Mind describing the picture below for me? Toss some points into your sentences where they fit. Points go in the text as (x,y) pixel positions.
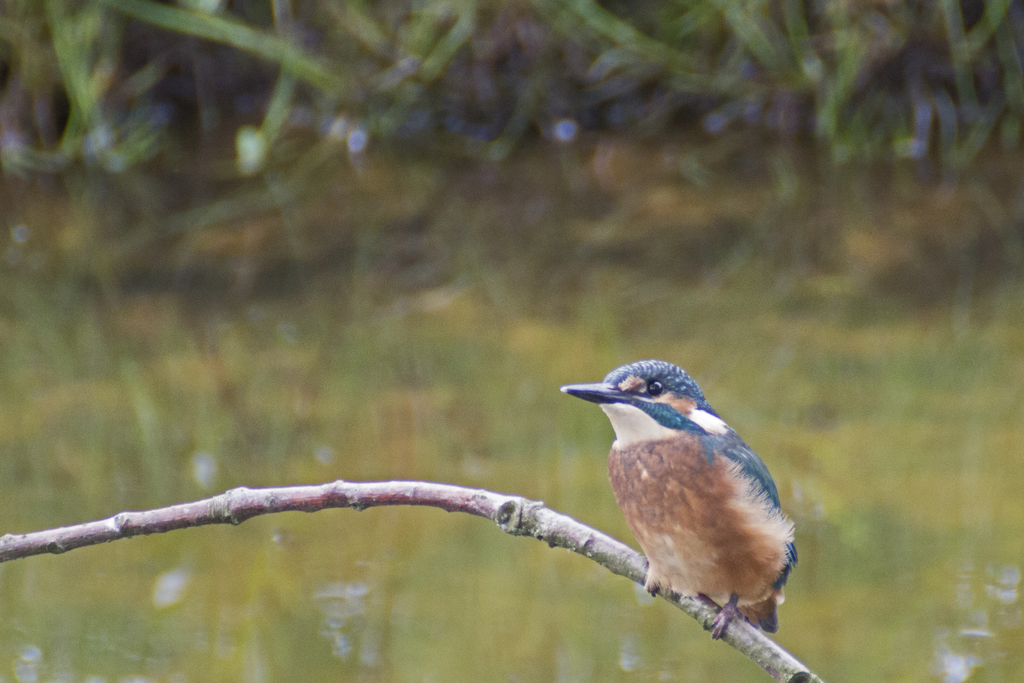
In this image I can see a bird (661,526) on the stem (551,516). In the background (523,543), I can see the water (542,204).
